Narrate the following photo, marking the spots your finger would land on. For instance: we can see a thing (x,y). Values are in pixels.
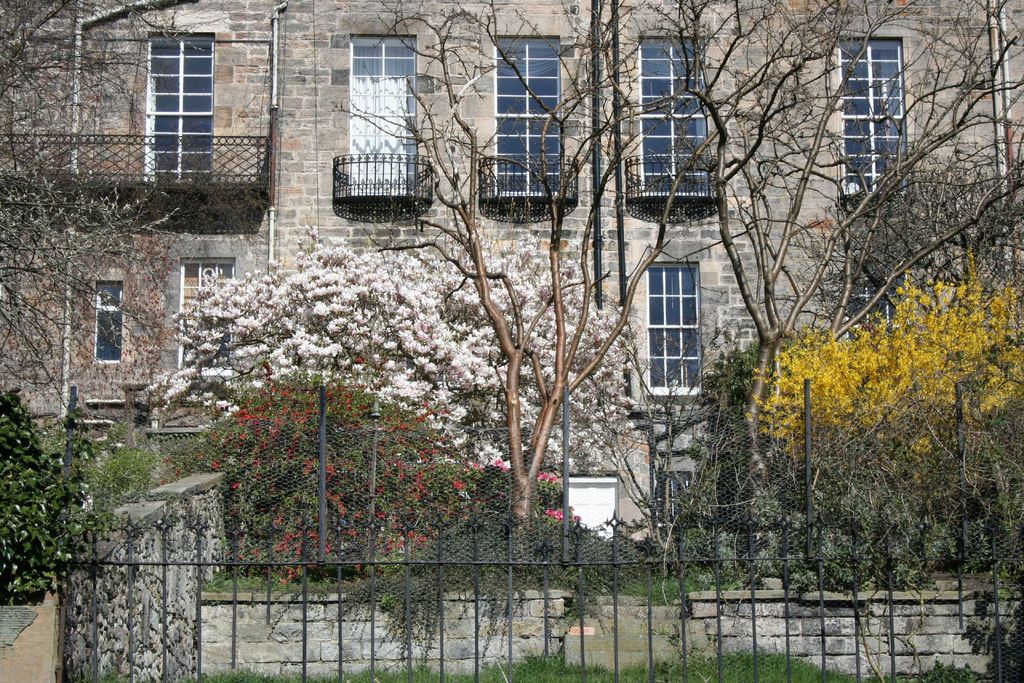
This image consists of a building (123,260) along with windows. In the front (732,154), we can see many trees (529,511) and plants (394,486). At the bottom (578,612), there is a fencing (1009,665).
